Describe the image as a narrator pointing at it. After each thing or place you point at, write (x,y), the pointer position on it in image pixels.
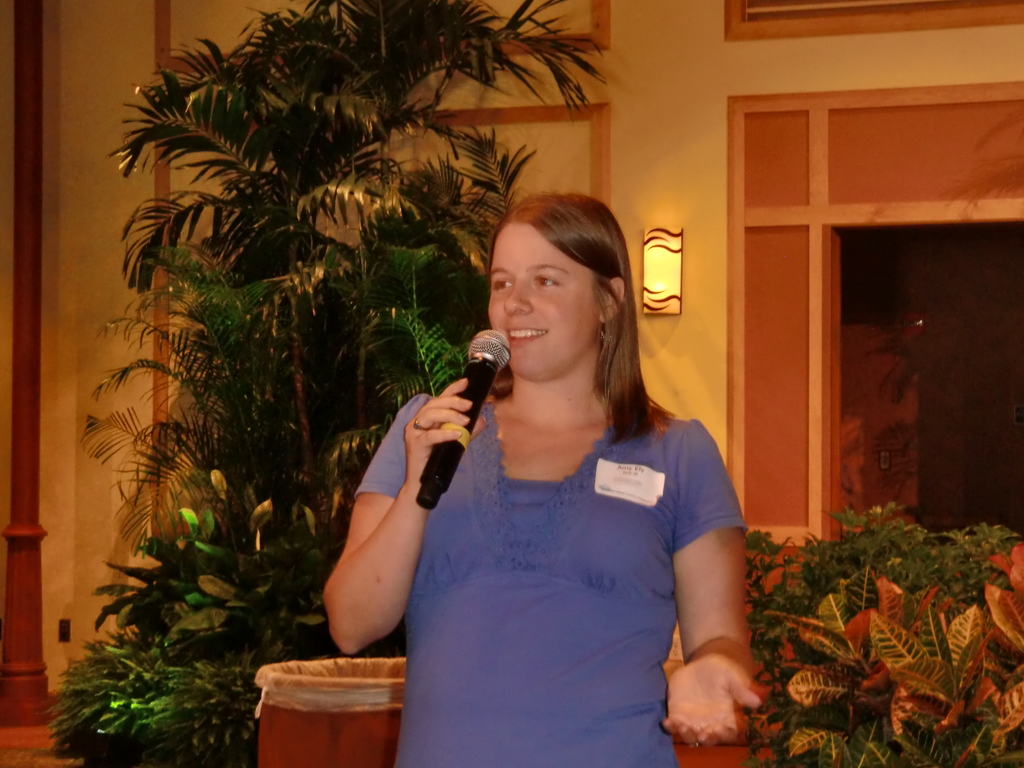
This picture is mainly highlighted with a woman (612,501) wearing blue colour tshirt (592,583) and there is a badge (651,494) on her tshirt (598,505). We can see this woman (381,517) is holding a mic (505,356) in her hand (460,410) and talking. On the background (920,178) we can see wall (676,168), light (680,283), plants (945,698) and a tree (274,424). Aside to this woman (453,737) we can see one trash bin (315,703) with polythene cover (308,684).
